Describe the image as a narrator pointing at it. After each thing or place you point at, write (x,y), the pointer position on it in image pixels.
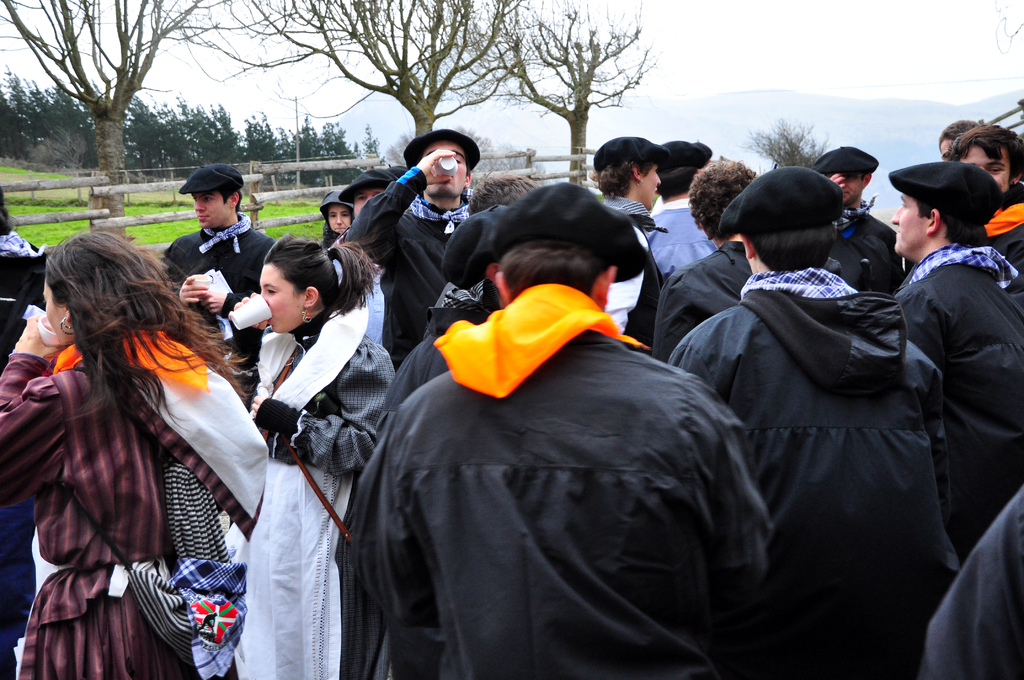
In the center of the image (489,236) there are persons (578,635). In the background of the image (184,166) there are trees (493,32). There is grass (306,206). There is a wooden fencing (76,213).
